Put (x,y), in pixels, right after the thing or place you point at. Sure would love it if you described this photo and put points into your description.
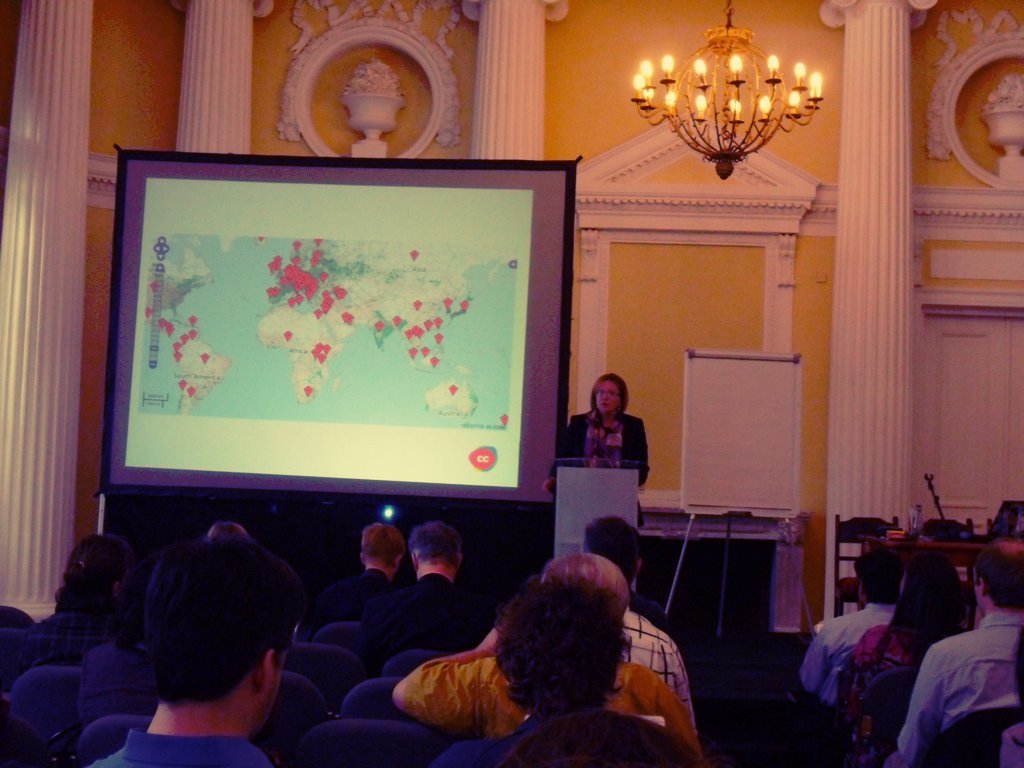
In this image I can see group of people (486,644) sitting, background (167,327) I can see a projector screen (561,436). I can also see a person (626,454) standing and wall (733,266) in cream color.
